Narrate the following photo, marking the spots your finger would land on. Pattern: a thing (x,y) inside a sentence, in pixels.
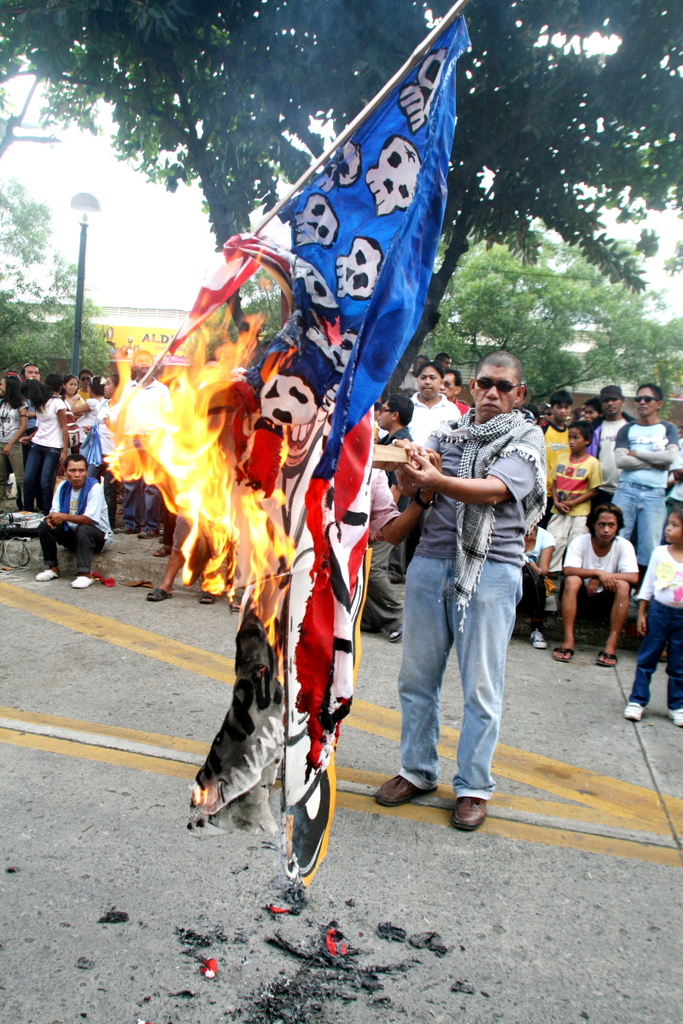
In this picture we can see there are two persons (385,566) standing and holding a stick (386,450). The flag (339,479) is burning. Behind the two persons (409,448) there is a group of people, pole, trees (63,310), board (134,344) and the sky (152,233).
